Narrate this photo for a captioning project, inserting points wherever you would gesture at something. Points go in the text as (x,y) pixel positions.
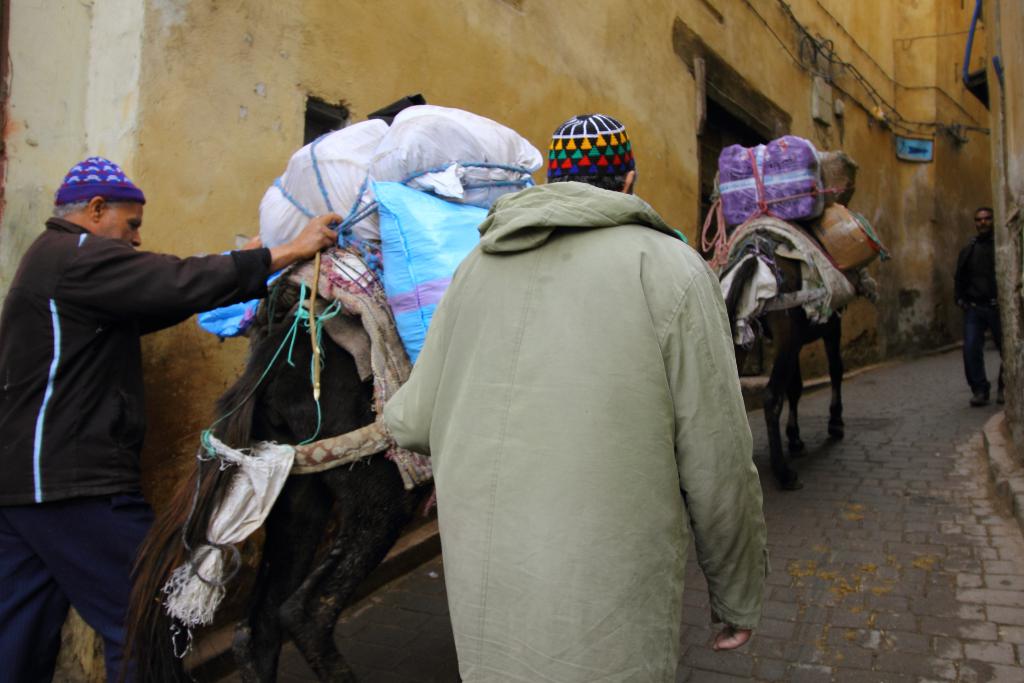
This picture shows two animals (308,560) with a weight (474,221) on them and we see three men (66,207) walking along.
